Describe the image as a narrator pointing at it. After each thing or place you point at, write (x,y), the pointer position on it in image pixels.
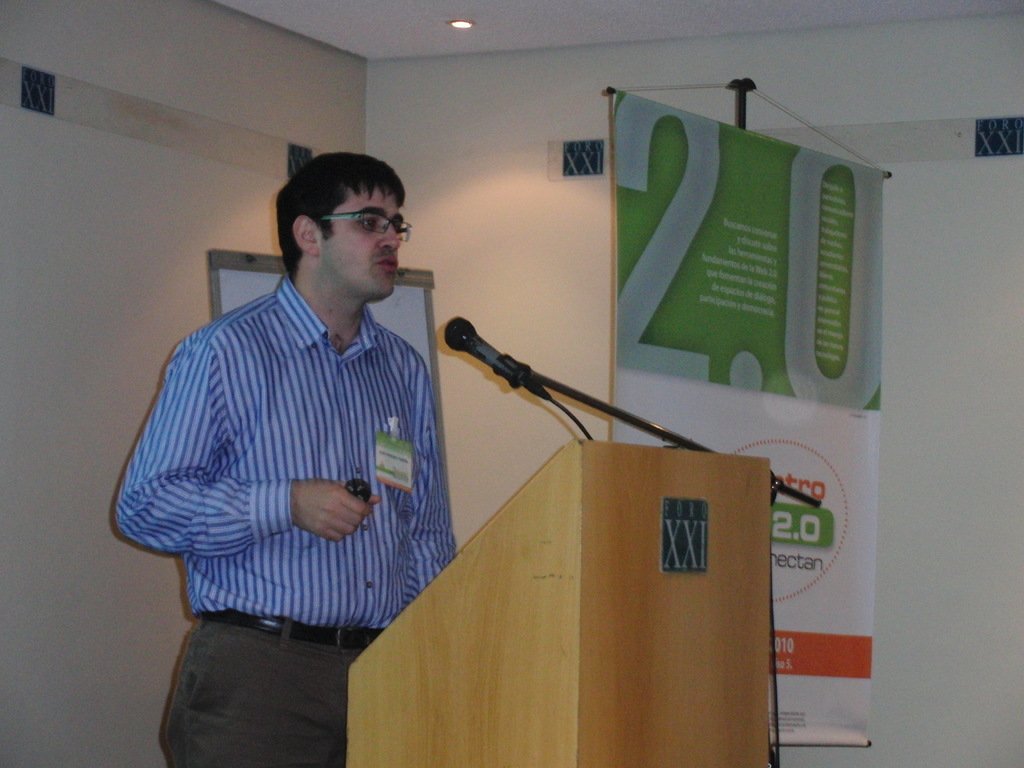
In this image we can see a man (388,526) standing holding an object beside a speaker stand (586,651). We can also see a mic (505,361) with a stand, a banner (810,434) with some text (800,182) on it, a board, a wall (549,283) and a roof (445,40) with a ceiling light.
